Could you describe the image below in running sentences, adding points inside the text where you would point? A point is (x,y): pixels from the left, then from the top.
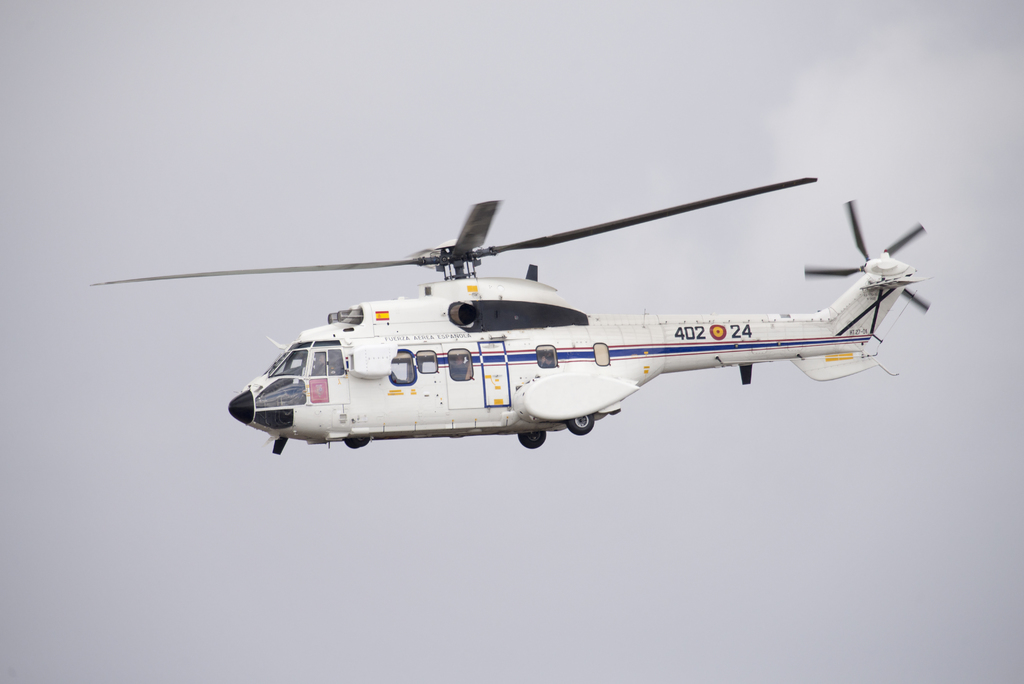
In this image there is a white color helicopter (443,347) flying in the sky (457,215).
